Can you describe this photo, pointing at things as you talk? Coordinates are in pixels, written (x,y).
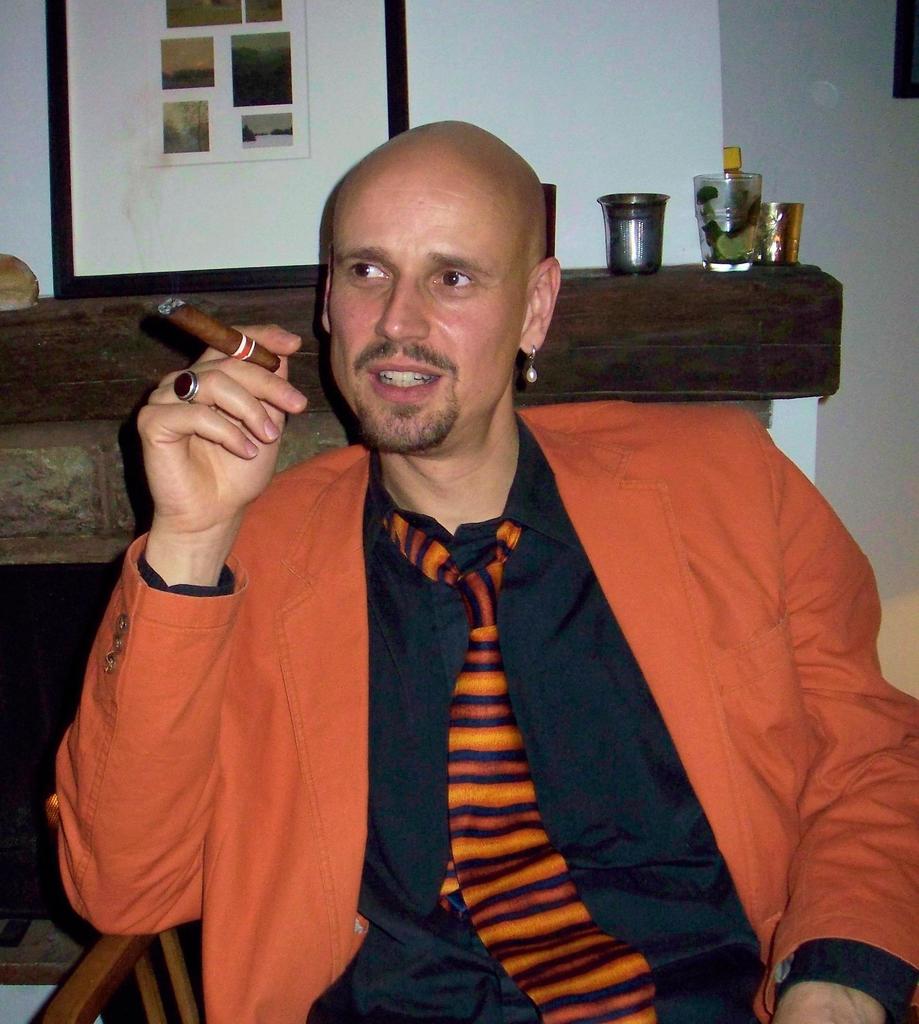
In this picture I can see there is a man (756,773) sitting on the chair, he is wearing a blazer (760,761), a tie (561,880), and looking at left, he is holding a cigar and there is a wooden table (800,338) with a photo frame (142,276) placed on it. There is a wall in the backdrop (647,177).
